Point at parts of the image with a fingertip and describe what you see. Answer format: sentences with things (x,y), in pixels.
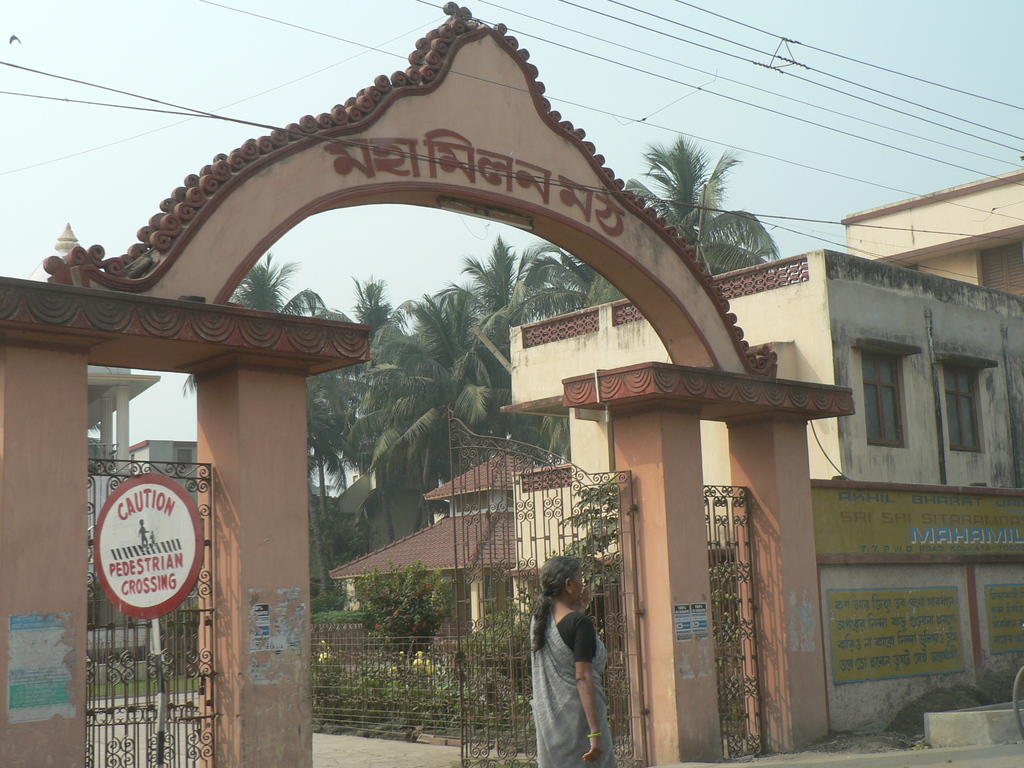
In the picture we can see a wall (895,633) with an entrance gate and near the gate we can see a woman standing and in the background (12,116), we can see a house building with windows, to the path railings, plants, trees (533,273), wires (801,42) and sky (753,69) and we can also see a caution board (146,578) to the pole (162,751) near the gate (192,737).
